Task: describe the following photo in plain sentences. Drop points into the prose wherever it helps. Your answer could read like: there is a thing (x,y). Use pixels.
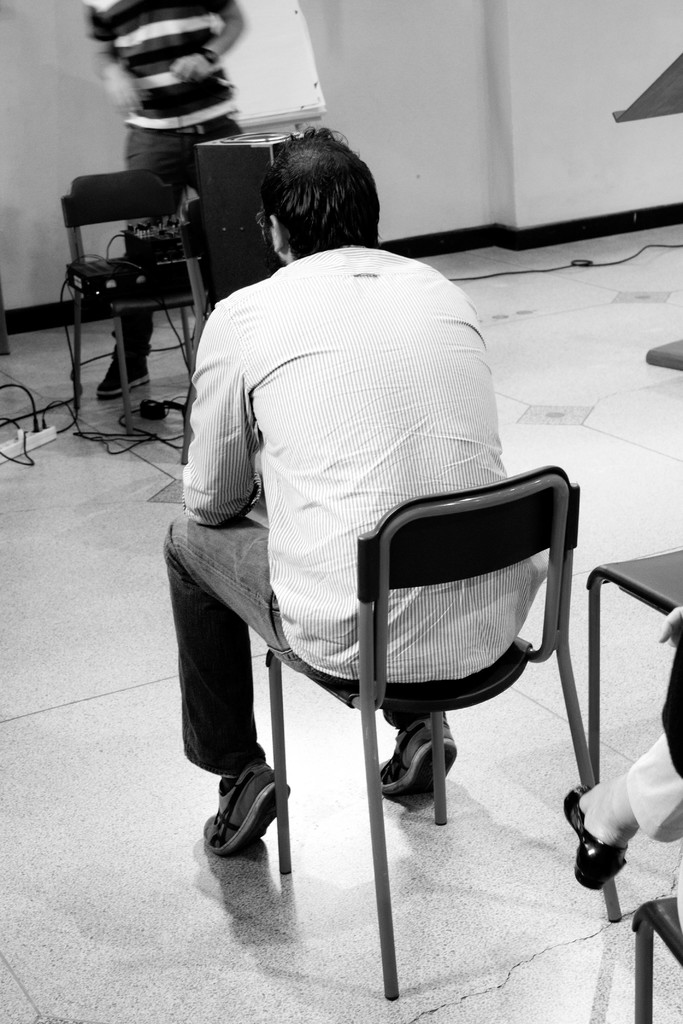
In this image we can see a person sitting on the chair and we can also see a person (154,148) standing, electronic gadget (206,173) and a chair (119,202).
